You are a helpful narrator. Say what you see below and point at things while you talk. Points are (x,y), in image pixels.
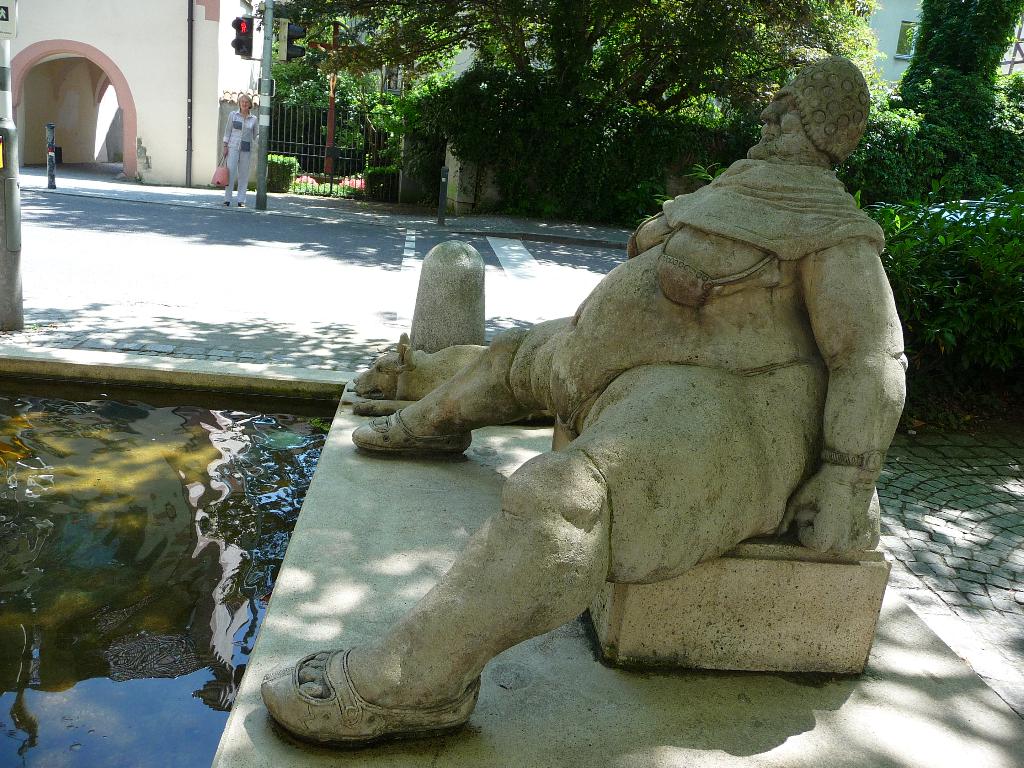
In this image I can see a sculpture (350,739) of a person (508,630) and I can also see water (160,428) in front of it. I can see road (388,240), signal light (264,66) and a woman (237,117) is standing near it holding a pink color of bag (223,177). I can also see a building (192,69), gate (315,121) and few trees (959,76), plants (956,188).
